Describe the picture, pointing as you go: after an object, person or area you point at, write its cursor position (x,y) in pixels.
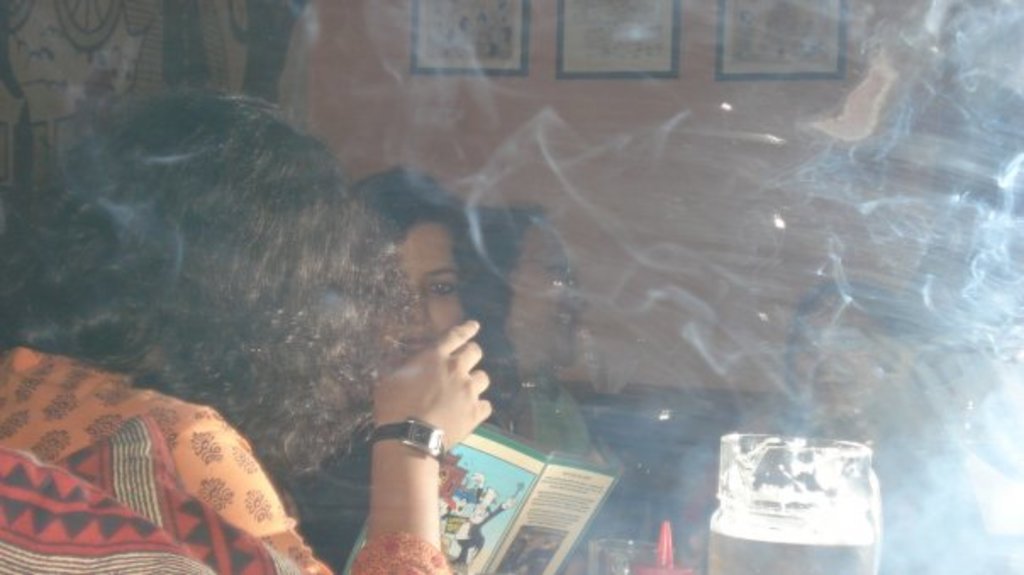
In this image I can see few people (276,304) with different color dresses (180,405). I can see there is a book (471,551), glass (623,574) and some objects (606,573) in-front of these people (529,398). I can also see the smoke (934,20). In the background (362,91) I can see many frames (809,52) to the wall (141,33).
